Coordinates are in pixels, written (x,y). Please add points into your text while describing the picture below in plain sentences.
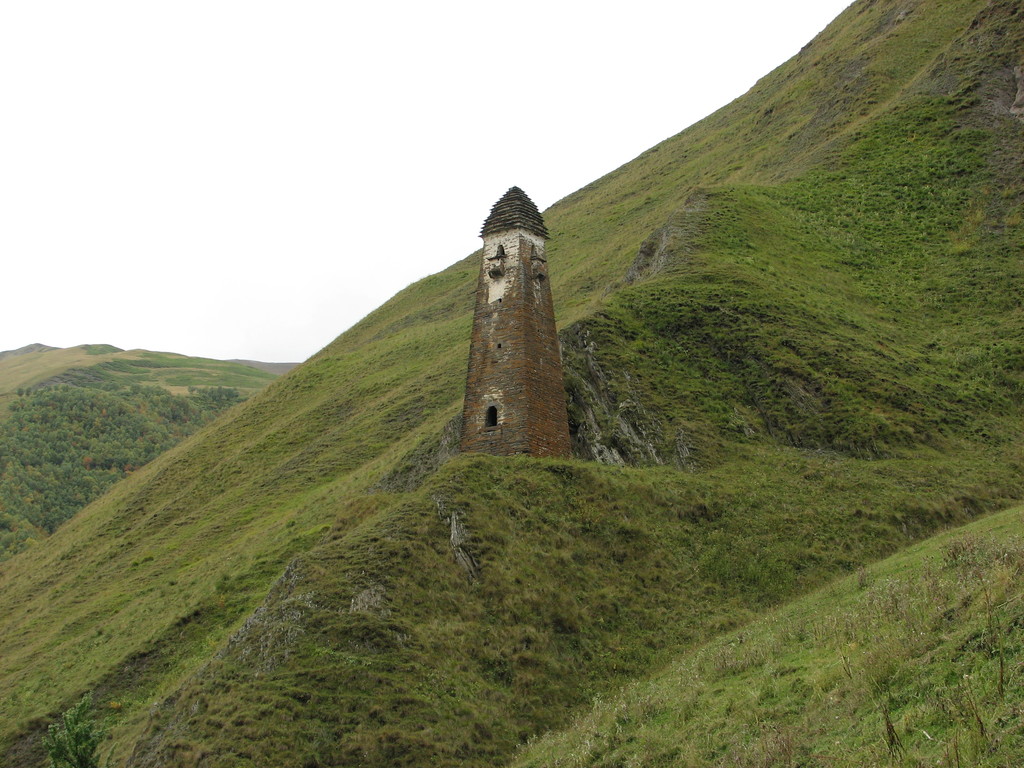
In this image we can see building (540,342). There are hills (264,377). On the ground (609,482) there is grass (682,560). In the background (477,117) there is sky (373,80). Also there are trees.
